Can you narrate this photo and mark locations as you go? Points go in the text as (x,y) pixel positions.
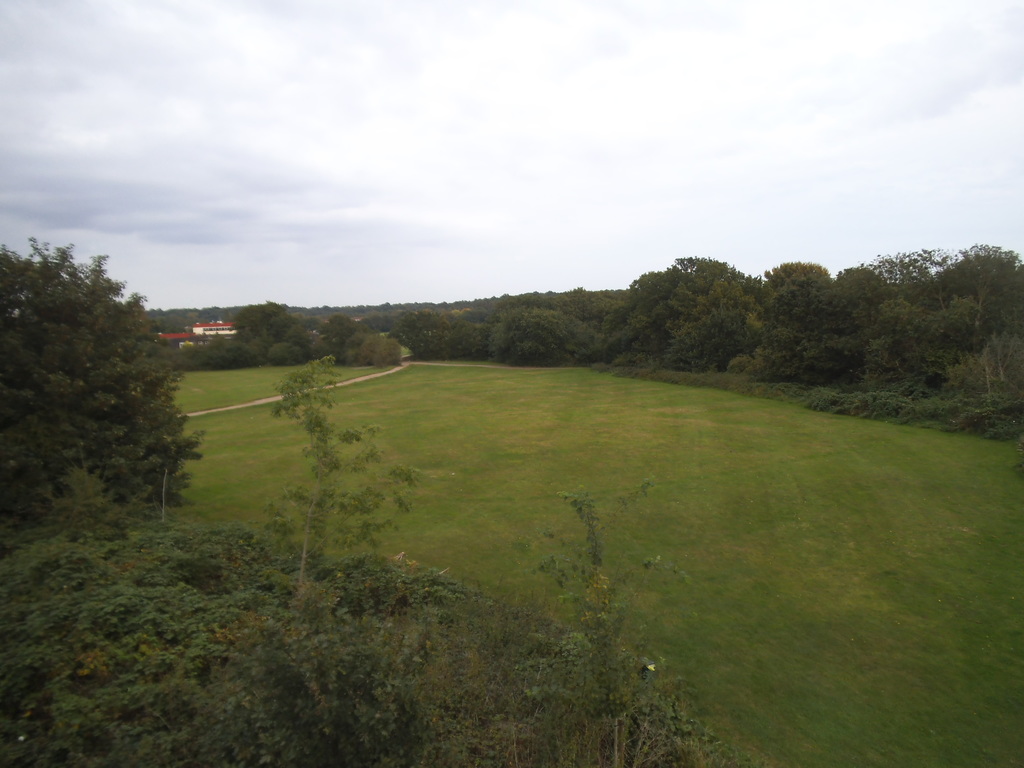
In this image there is a green field (771,499), in the background (335,339) there are trees (784,351), house (209,335), and a sky (255,282) in the left side (137,348) there are trees (126,515).
